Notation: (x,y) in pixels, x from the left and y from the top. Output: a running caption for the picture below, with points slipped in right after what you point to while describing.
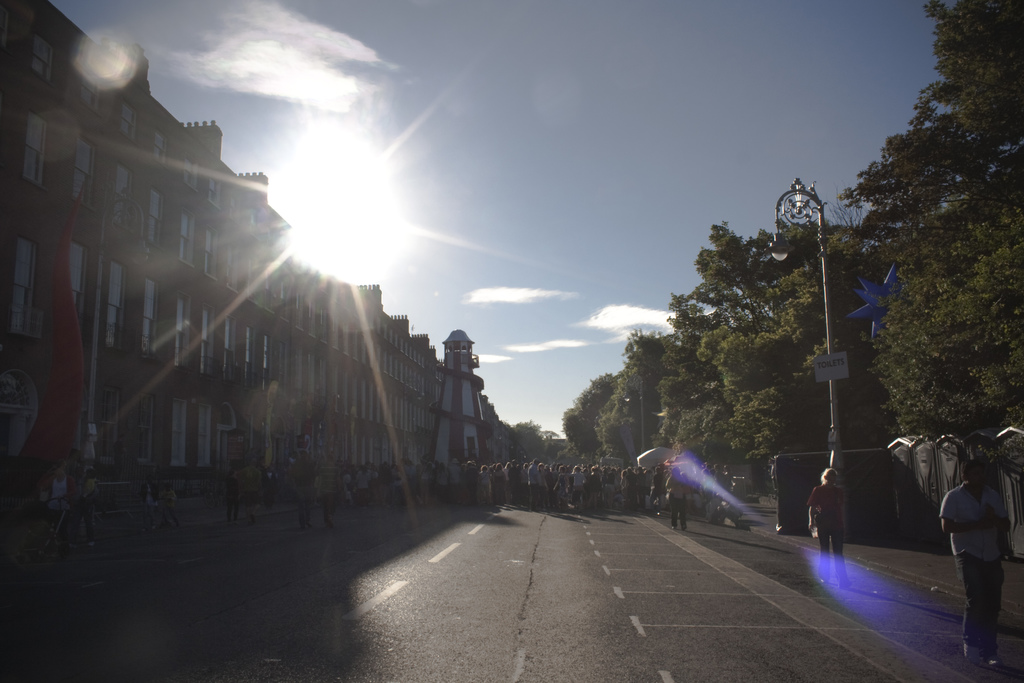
In the picture I can see buildings (336,394), people (478,471) and trees (678,399). On the right side of the image (832,406) I can see street light (839,445) and in the background (543,272) I can see the sun (368,200) and the sky (518,195).
